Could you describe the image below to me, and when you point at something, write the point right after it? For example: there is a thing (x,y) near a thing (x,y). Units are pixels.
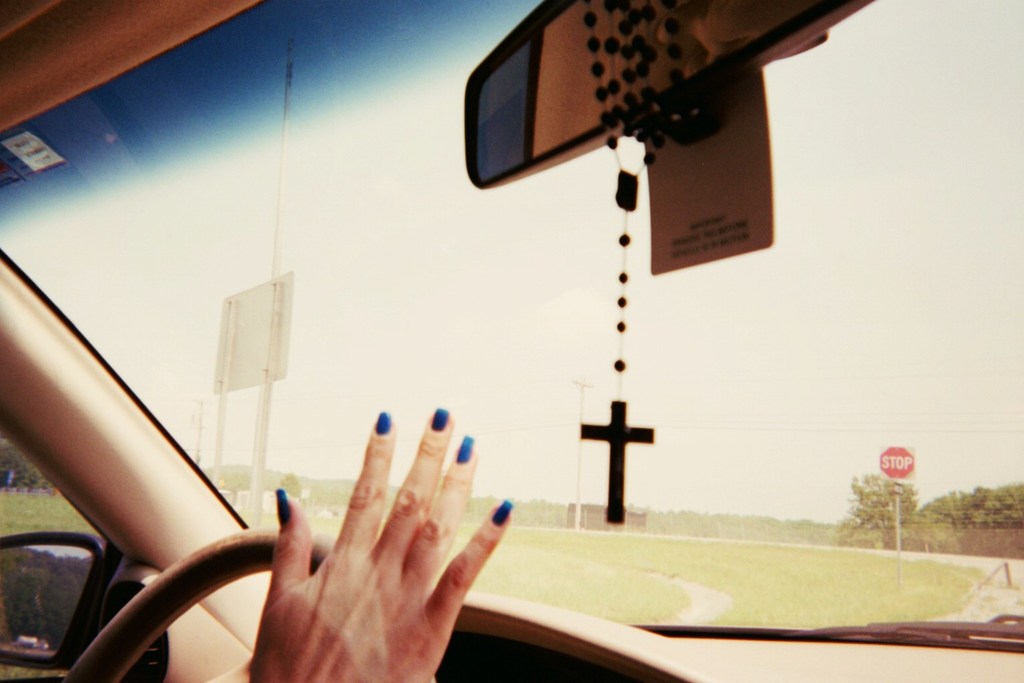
This is an inside view of a car (258,542) in which I can see a person (273,598). In the background (877,514) I can see grass (471,529), poles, board (898,453) and trees (884,502). At the top (409,213) I can see the sky (485,234). This image is taken during a day on the road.
